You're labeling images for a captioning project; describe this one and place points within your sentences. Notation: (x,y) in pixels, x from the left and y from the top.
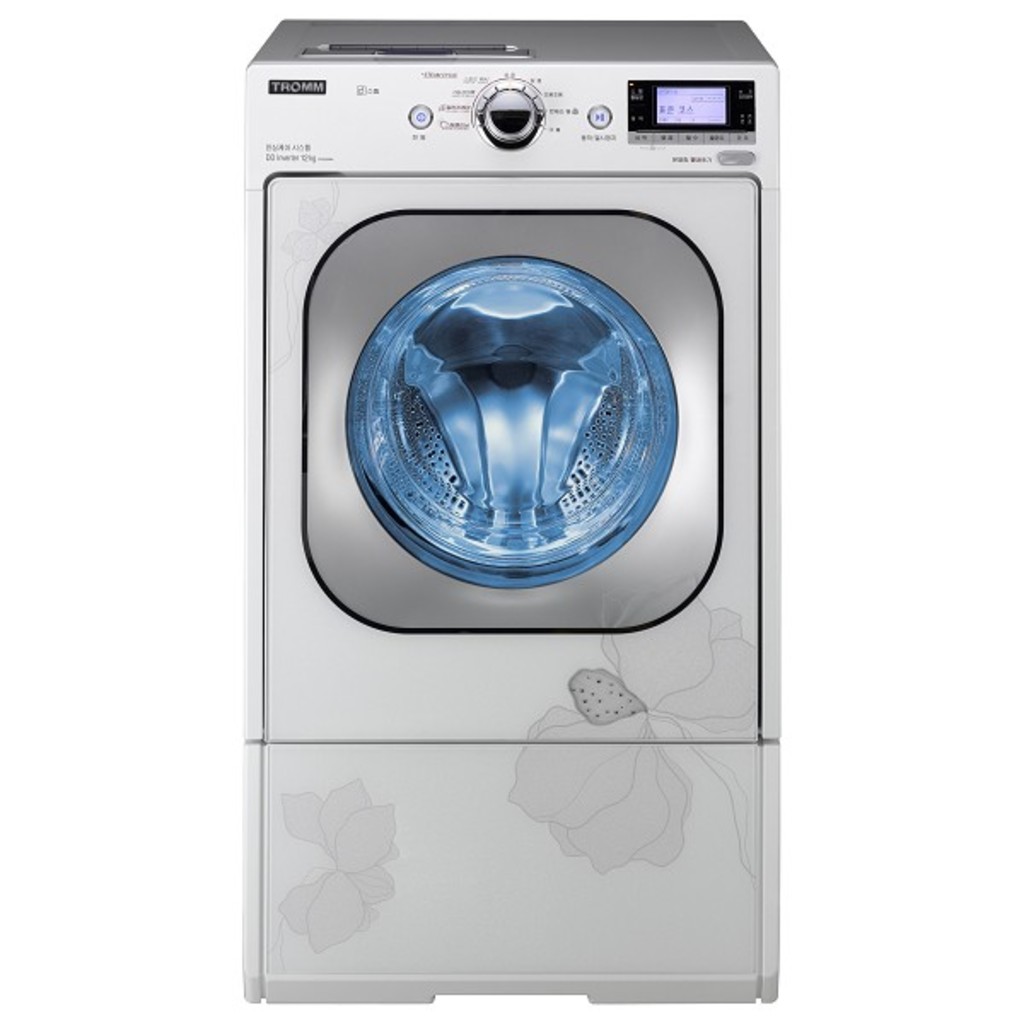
In this picture there is a washing machine (662,413) in the center of the image (586,376).
